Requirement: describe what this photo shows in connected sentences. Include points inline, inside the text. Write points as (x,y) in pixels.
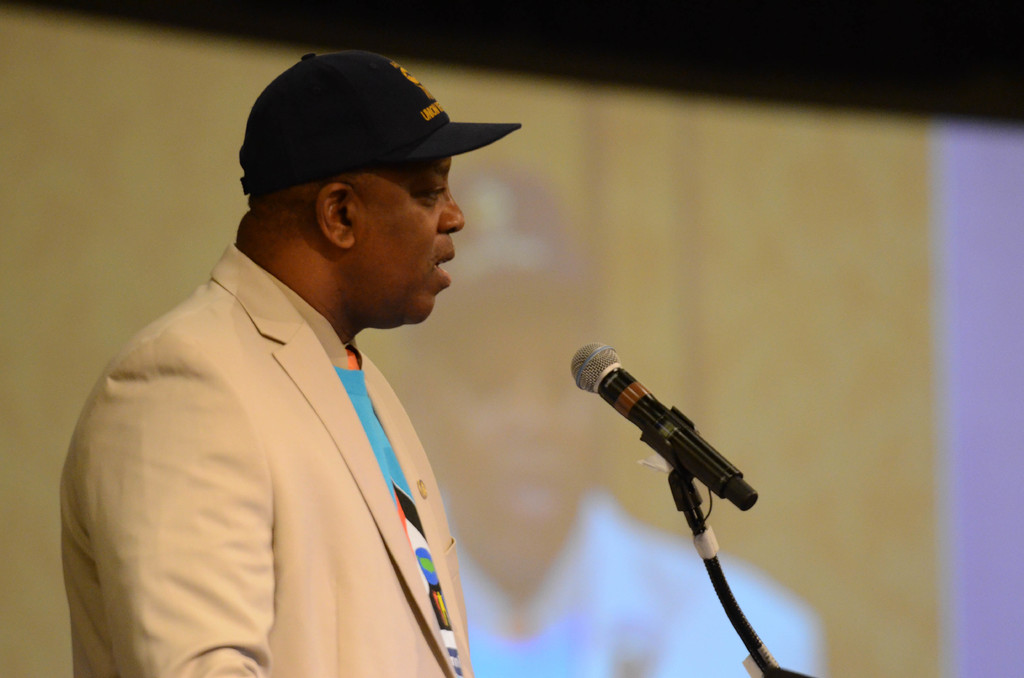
In this image I can see a man (282,185) wearing black color of cap (336,67) standing in front of a mic (702,460). I can see man (196,305) is wearing cream color of dress (120,502).
